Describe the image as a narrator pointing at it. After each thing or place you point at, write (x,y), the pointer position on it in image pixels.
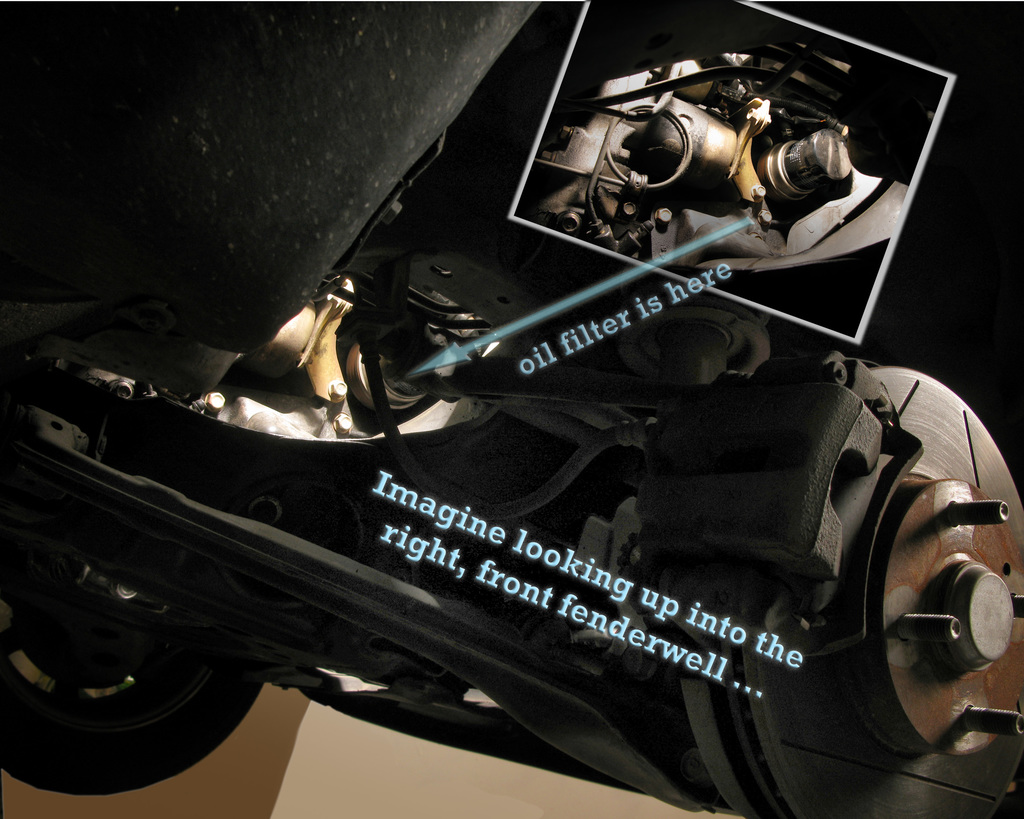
This looks like an edited image. I think these are the parts (931,607) of a vehicle (683,490). On the left side of the image (155,749), It looks like a wheel (13,691). I can see the letters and an arrow mark (452,354) on the image.
